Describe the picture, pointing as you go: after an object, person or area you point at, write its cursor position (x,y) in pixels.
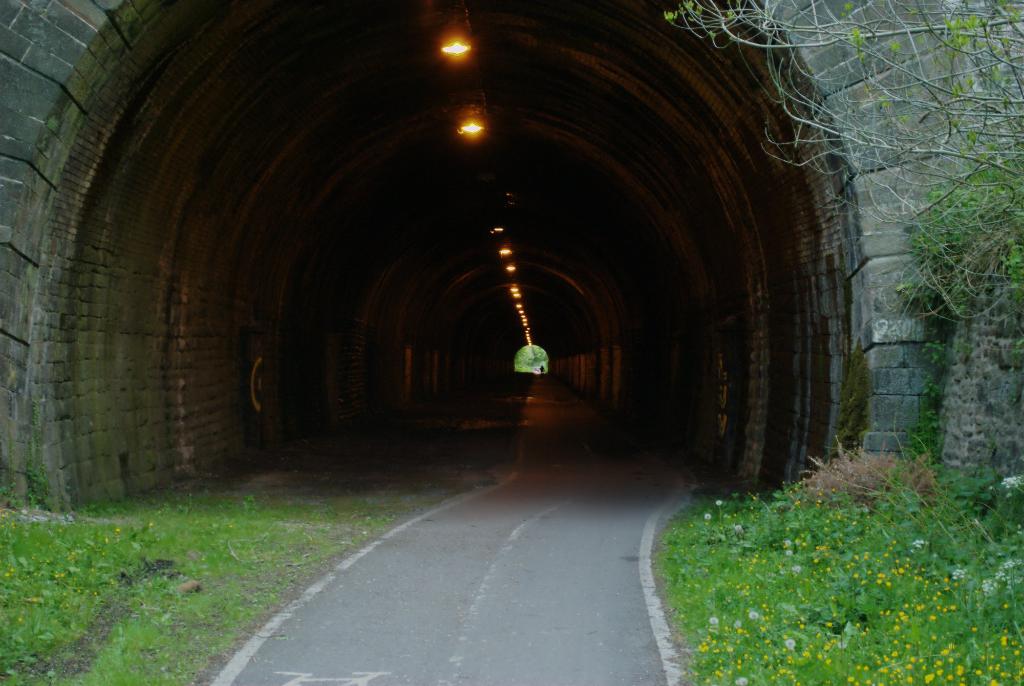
In this image we can see road (545,436) under the tunnel (542,323). At the top of the image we can see lights (529,345). On the right (880,526) and left side of the image (233,519) we can see plants (679,569) and trees (908,214).
